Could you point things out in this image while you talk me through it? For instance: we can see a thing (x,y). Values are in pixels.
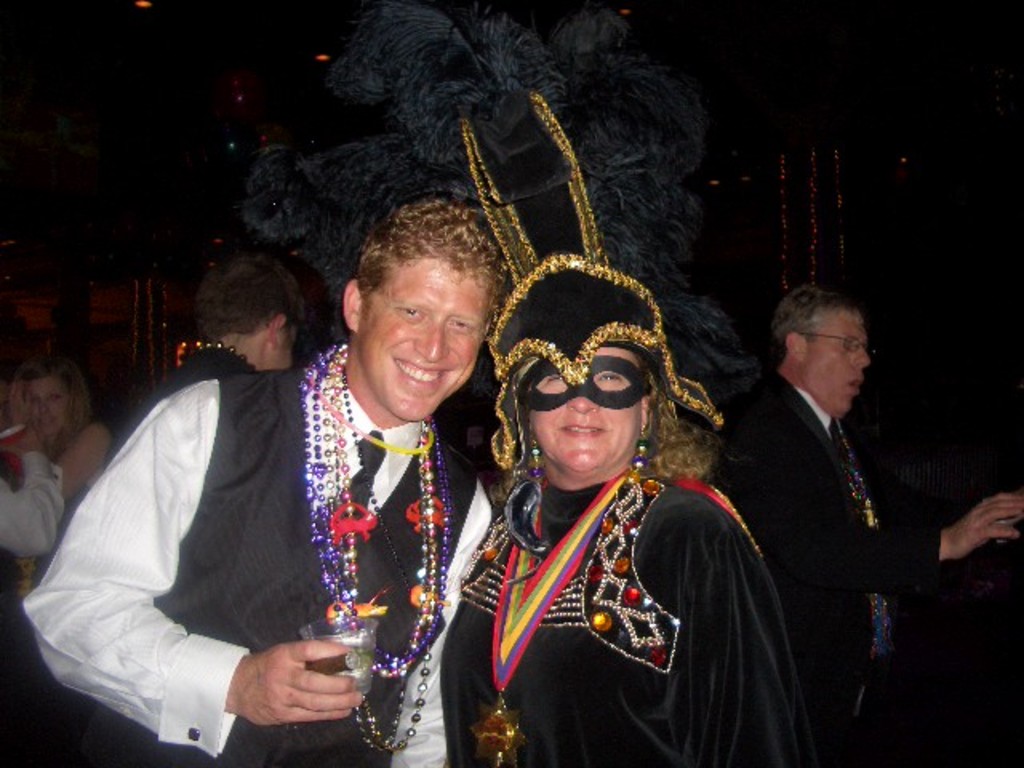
In this image, there are group of people (716,553) wearing clothes (119,459). The person (555,524) who is at the bottom of the image (575,731) wearing a mask (606,367).
